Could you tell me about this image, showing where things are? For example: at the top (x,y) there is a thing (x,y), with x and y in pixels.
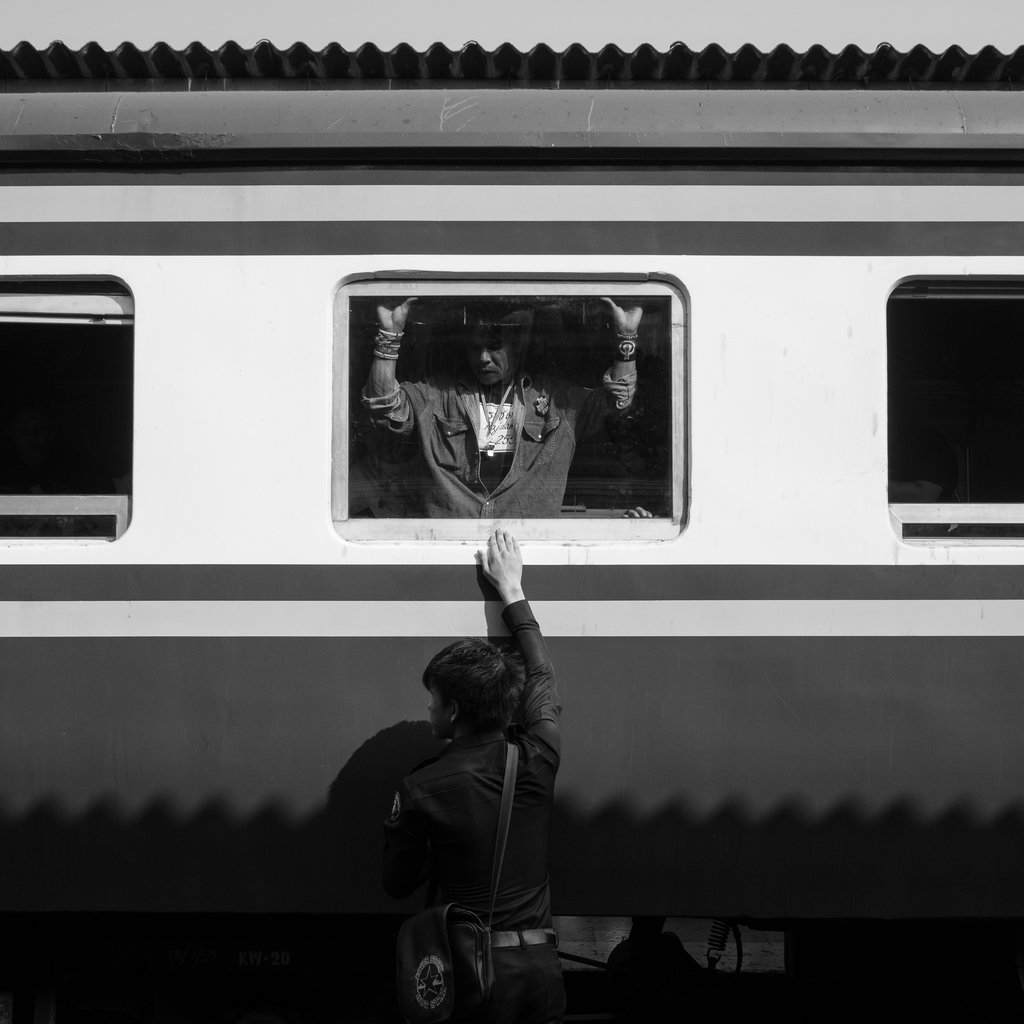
This is a black and white picture. I can see a person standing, there is another person (488,444) standing inside the railway coach (453,180).
